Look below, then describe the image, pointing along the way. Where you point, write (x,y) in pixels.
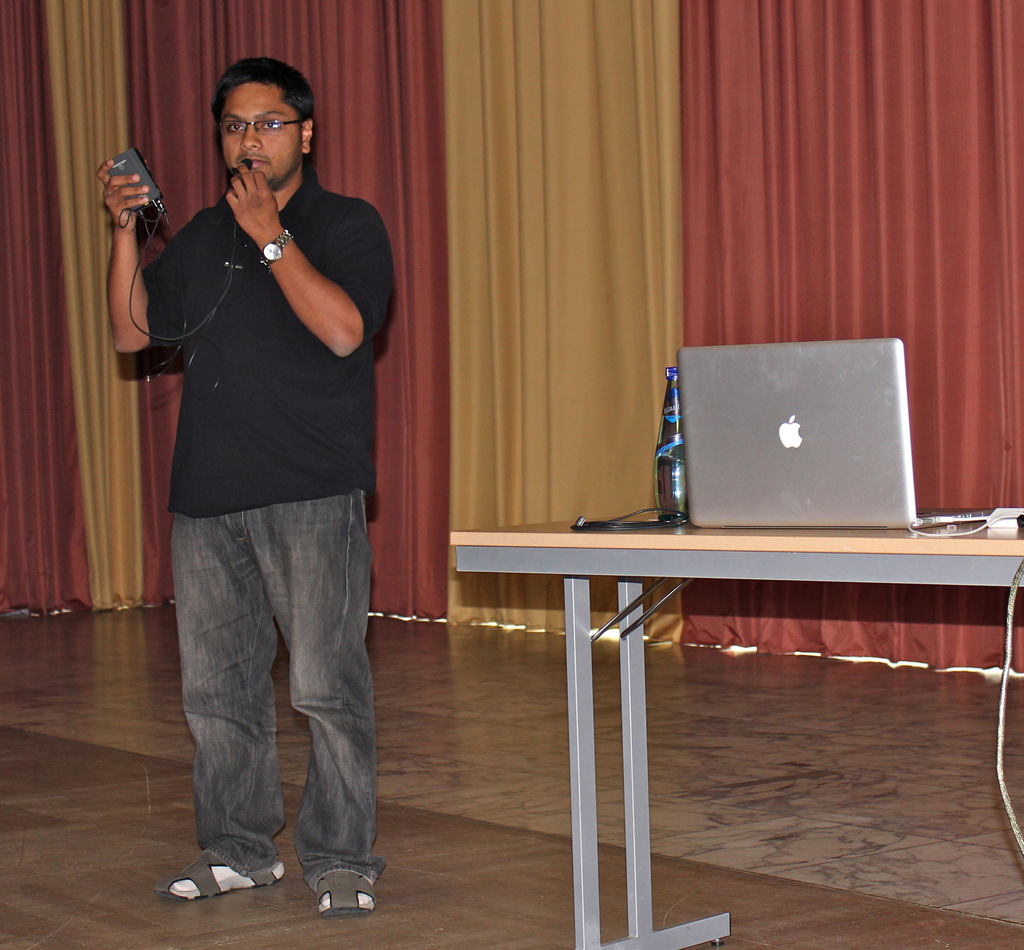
Here we can see a man (250,498) standing holding a microphone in his hand (242,192) and speaking something and beside him there is a table (907,541), there is a laptop (813,529) on it and there is bottle (675,498) beside the laptop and behind him there is a curtain (687,54).
